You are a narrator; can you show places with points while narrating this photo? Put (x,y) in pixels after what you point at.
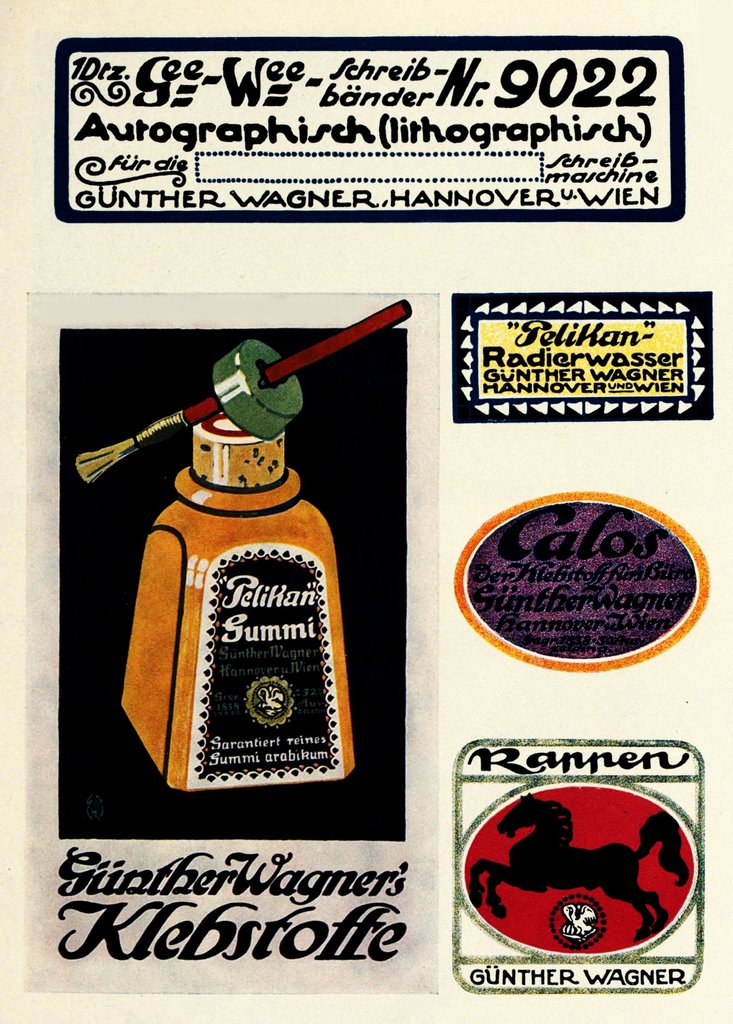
In the image we can see a poster (524,1009). In the poster (356,29) we can see some text (359,121) and paintings (286,392).
